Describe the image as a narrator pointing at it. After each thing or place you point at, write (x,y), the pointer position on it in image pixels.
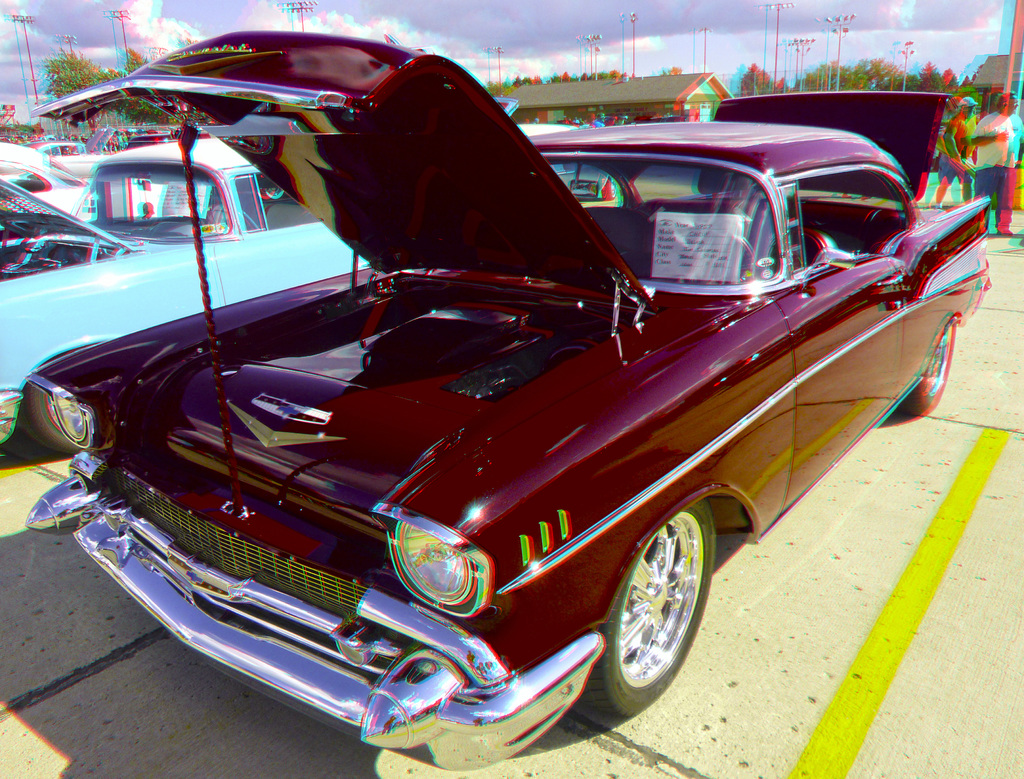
This picture seems to be an edited image. In the center (364,399) we can see the group of vehicles (303,183) parked on the ground (906,545) and we can see the group of persons (969,157). In the background (469,41) we can see the sky (546,22), poles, trees (862,73) and houses (575,89) and some other objects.
